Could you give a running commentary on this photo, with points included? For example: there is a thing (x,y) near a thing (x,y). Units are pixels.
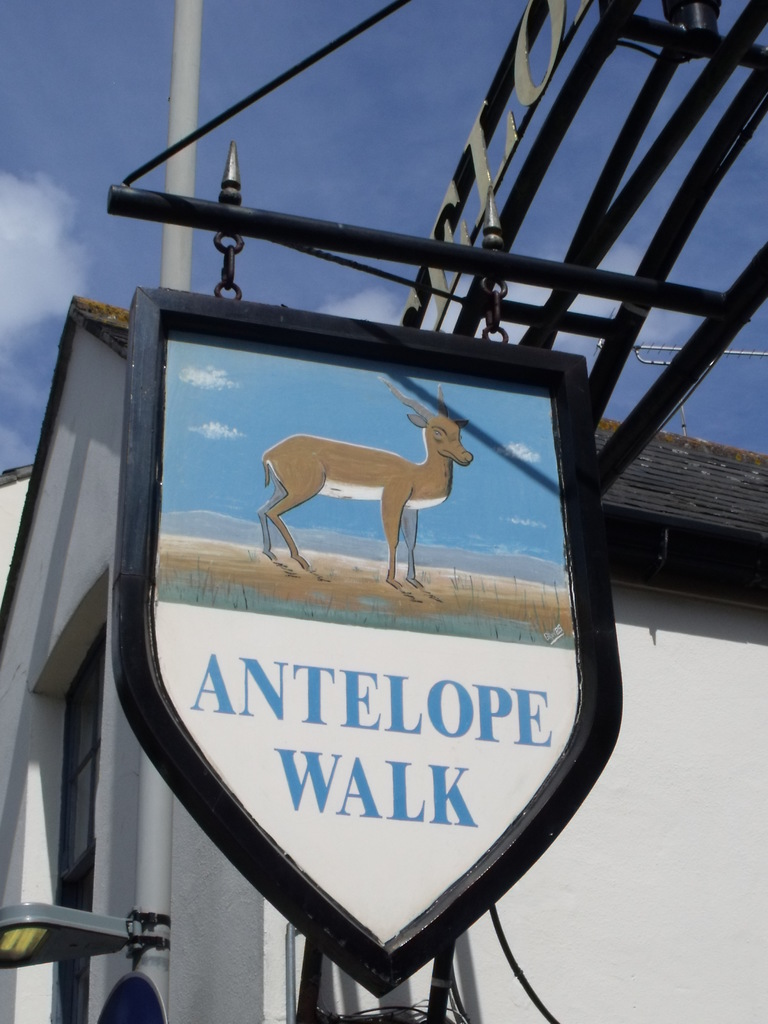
In this image there is a board (405,516) hanging to the metal rods (510,271). On the board (394,505) there is a painting (338,496) of an animal (423,486) and some text (399,733). Behind there is a house (99,743). Background (11,196) there is sky (30,202), having clouds (30,202).
